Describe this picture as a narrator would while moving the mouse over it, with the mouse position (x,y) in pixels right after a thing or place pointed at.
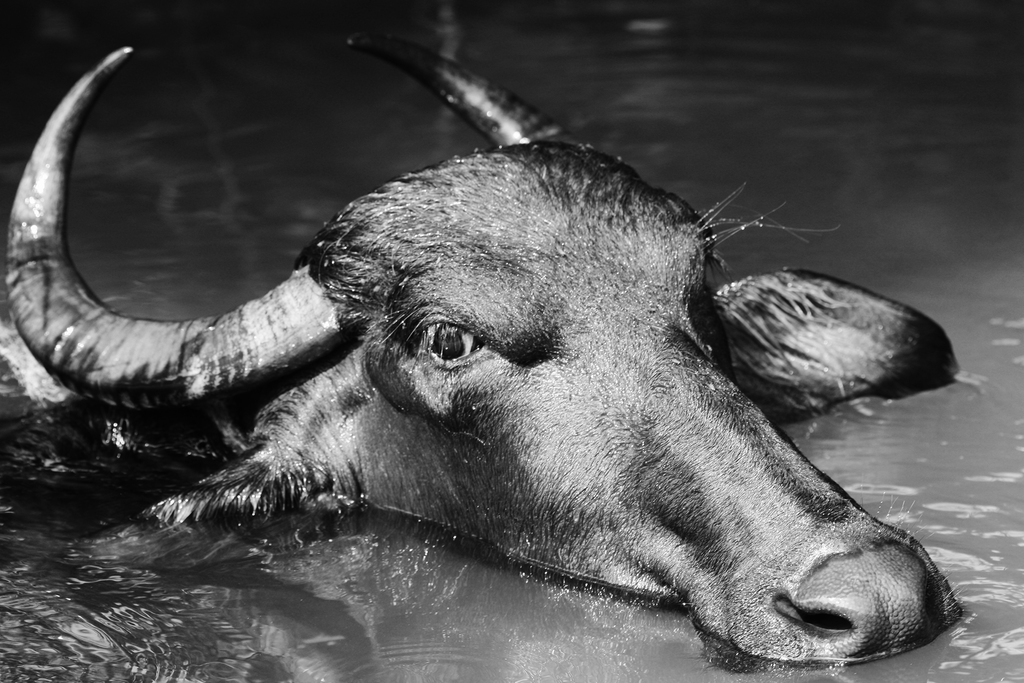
This image consists of a buffalo (457,192) in black color. It is in the water (393,581). At the bottom (400,538), there is water (323,533).
